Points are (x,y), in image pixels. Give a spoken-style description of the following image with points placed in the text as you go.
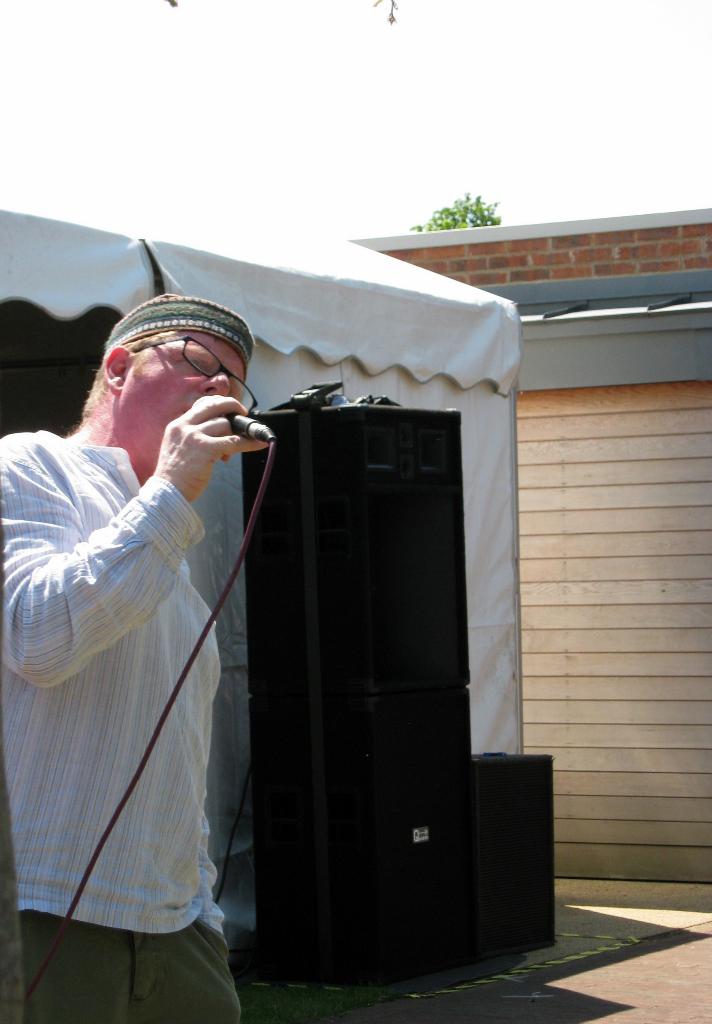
The person (113,617) is standing and singing in front of a mic (252,426) and there are black speakers (415,652) beside him.
